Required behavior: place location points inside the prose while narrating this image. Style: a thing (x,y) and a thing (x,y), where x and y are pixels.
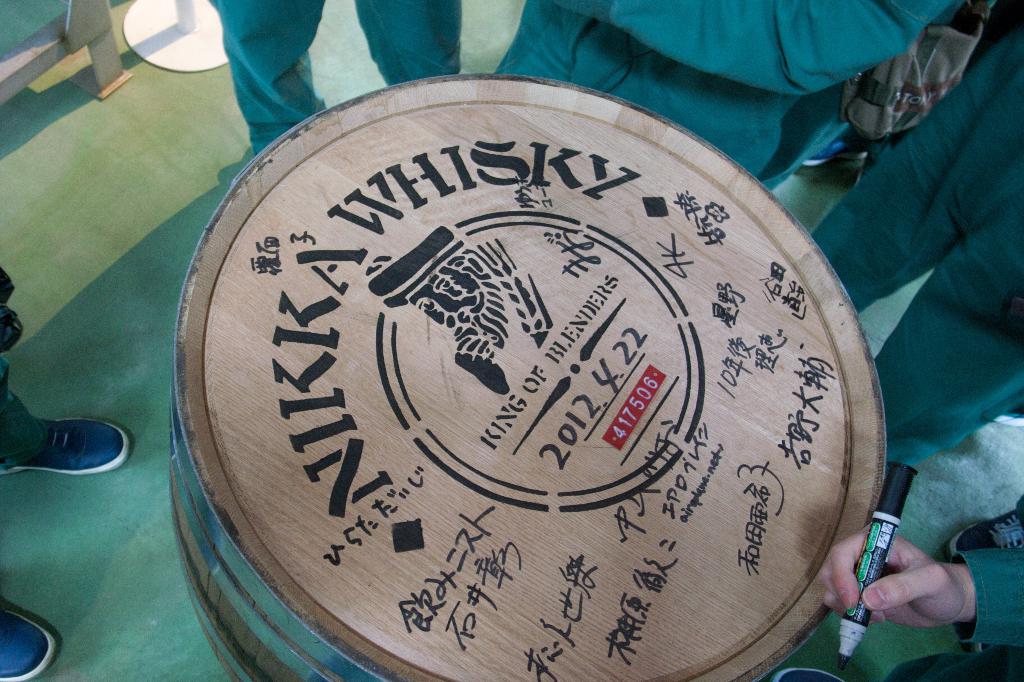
Here in this picture we can see a barrel (217,578) present on the floor (935,548) and on the top of it we can see some text (334,388) and pictures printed and around it we can see people (84,446) standing and on the extreme right bottom side we can see a person (963,637) holding a marker (887,539) in hand (854,566).
